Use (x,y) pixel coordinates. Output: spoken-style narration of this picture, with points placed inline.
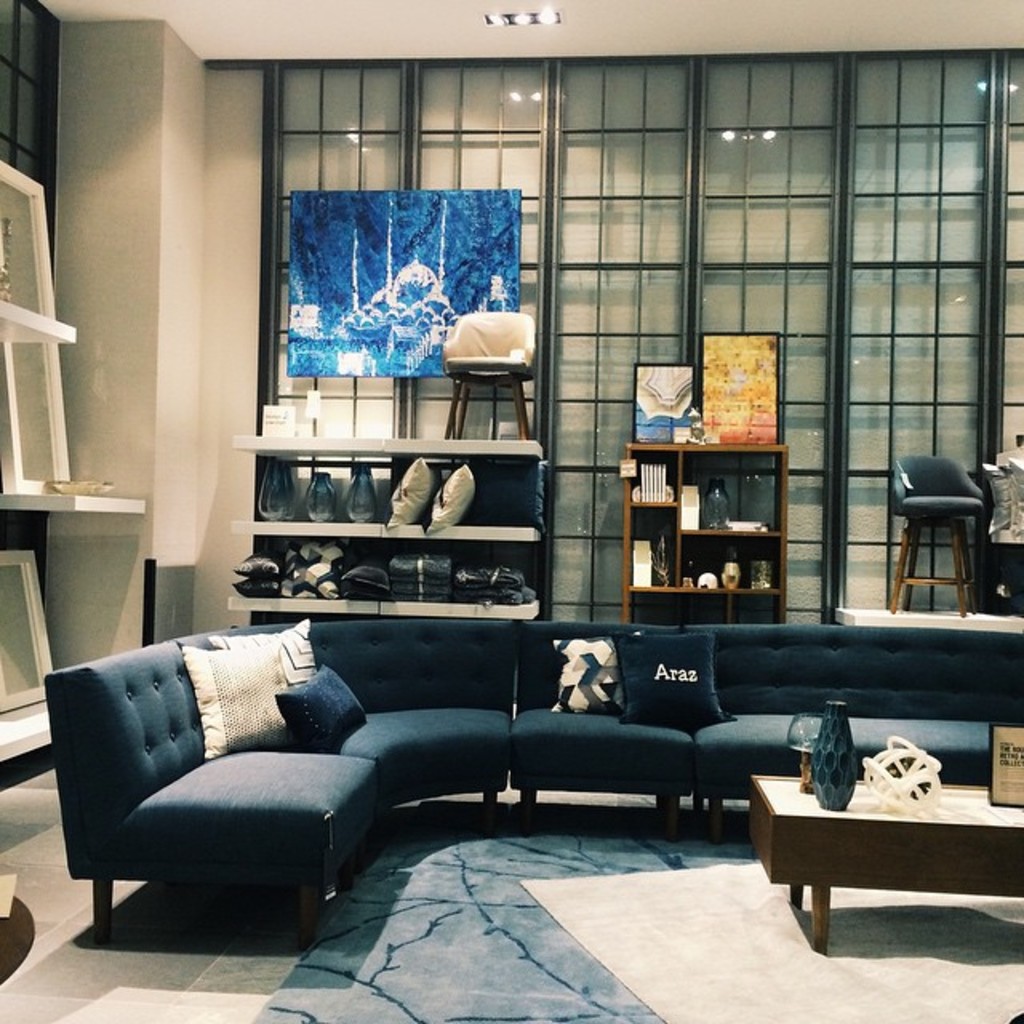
In this picture we see a sofa bed (202,799) and we see a few shelves (536,532) and a photo frame (650,366) on them and we see a table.
